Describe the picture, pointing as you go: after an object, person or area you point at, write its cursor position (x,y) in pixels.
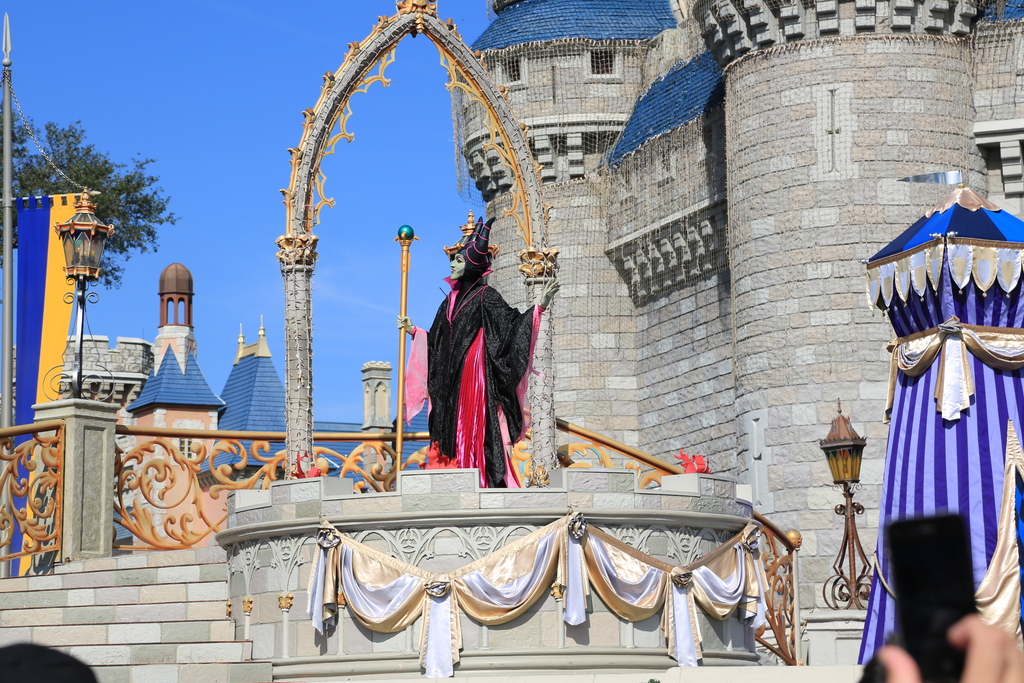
In this image I can see person (467,305) standing and wearing different costume (482,283). I can see building (665,142) and it is in decorated with different colors. I can see light-poles (96,219) and trees (105,172). The sky (186,129) is in blue color.
